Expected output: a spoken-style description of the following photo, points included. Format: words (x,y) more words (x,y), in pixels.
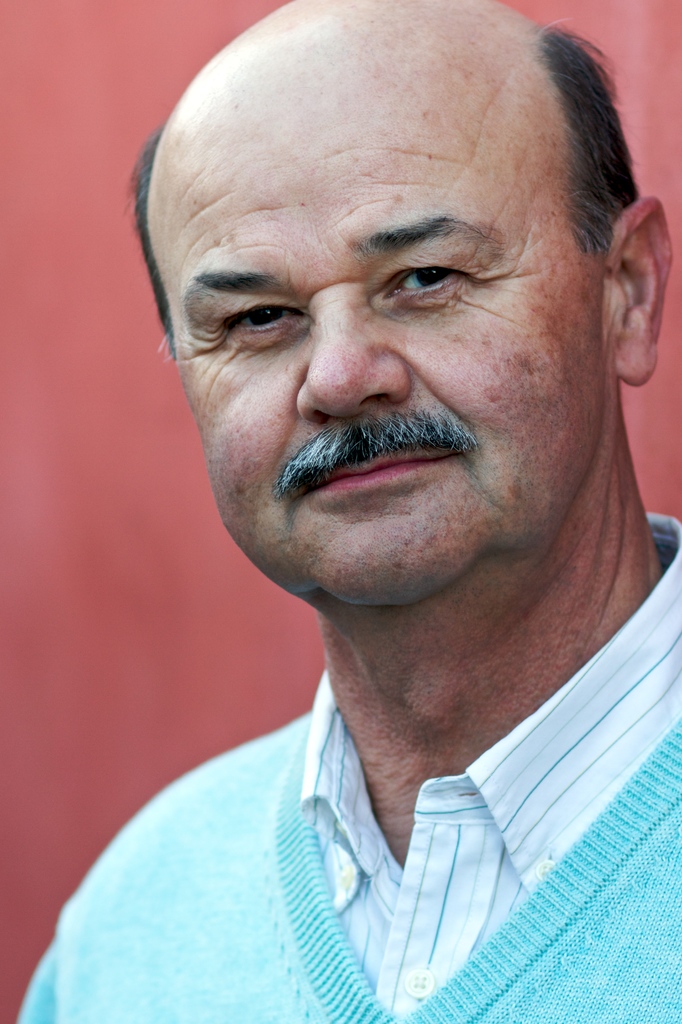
In this image we can see a man (318,774).
